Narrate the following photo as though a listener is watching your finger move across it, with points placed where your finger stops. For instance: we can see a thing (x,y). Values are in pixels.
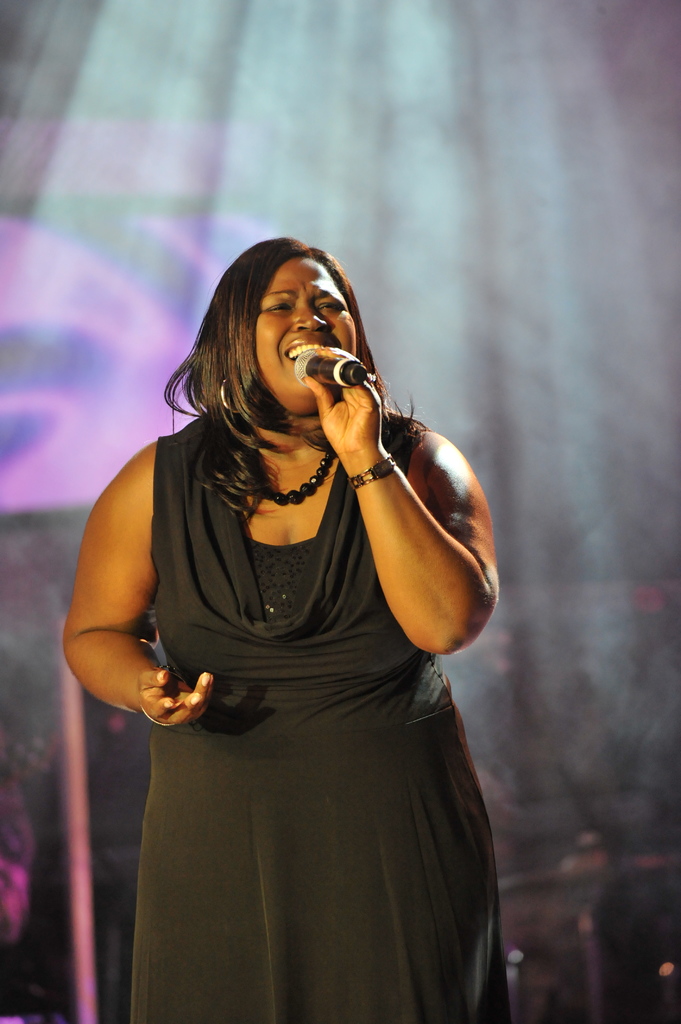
In this picture a woman (283,470) is singing with the help of microphone (316,359).
